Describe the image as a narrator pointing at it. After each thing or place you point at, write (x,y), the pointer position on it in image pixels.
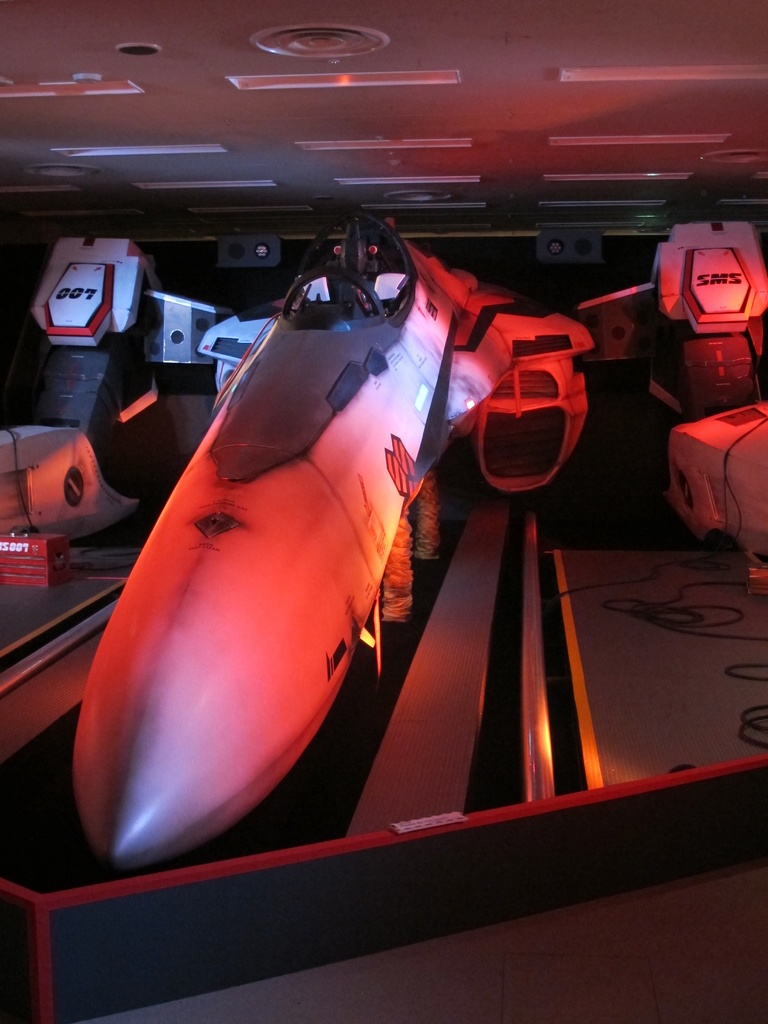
In the center of the image (378,368) we can see one object (317,391), which looks like an airplane (452,436). At the bottom of the image (310,916), there is a wooden wall (320,926). In the background (77,257), we can see machines (705,410), one red box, wires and a few other objects (252,186).
